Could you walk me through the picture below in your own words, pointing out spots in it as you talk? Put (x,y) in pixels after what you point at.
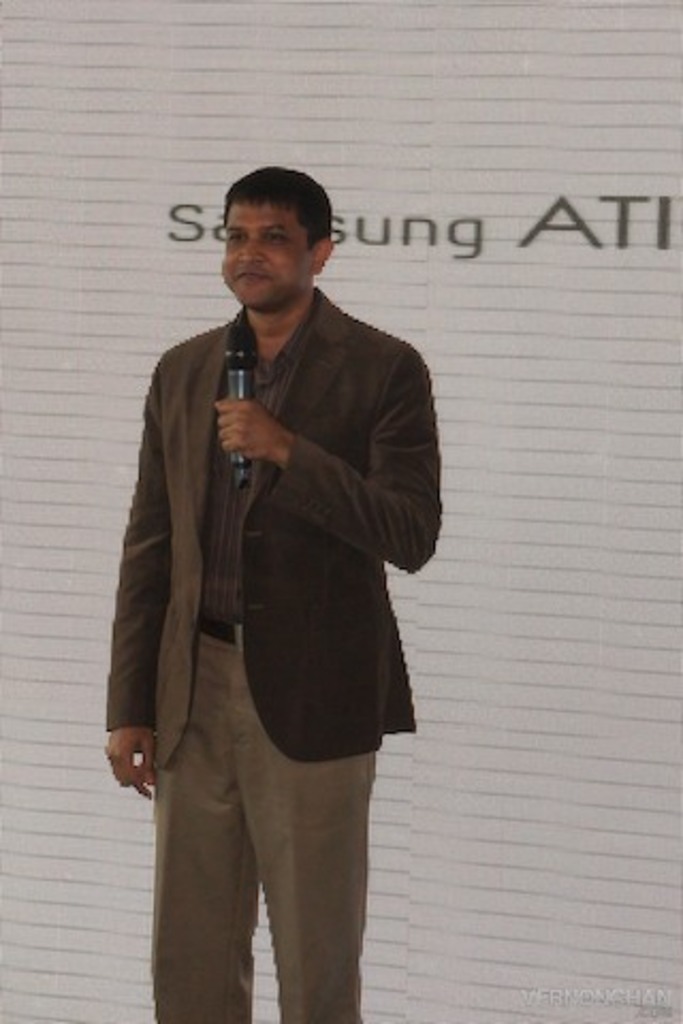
In the image in the center (279,451), we can see one person (271,592) standing and holding a microphone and he is smiling, which we can see on his face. In the background (405,147) there is a wall (549,164) and a banner (403,205).
